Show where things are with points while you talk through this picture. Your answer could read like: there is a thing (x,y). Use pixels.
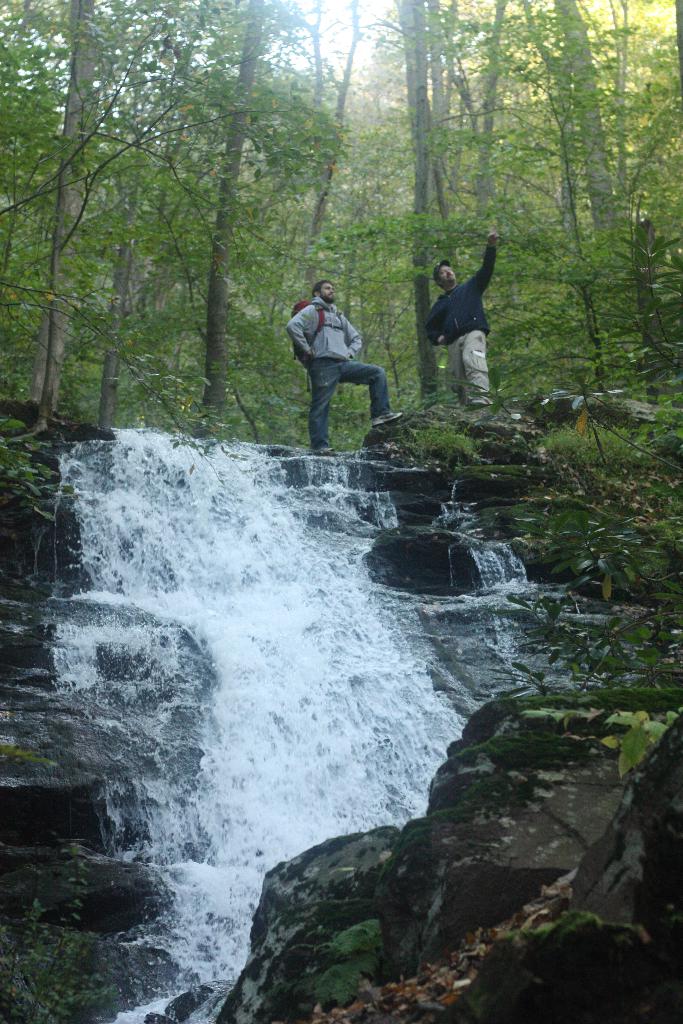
In this image we can see two persons (472,283), one of them is wearing a backpack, there are trees (264,233), plants (354,404), and the grass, also we can see the sky (364,60), and the water (357,540) flowing through the rocks (670,825).
